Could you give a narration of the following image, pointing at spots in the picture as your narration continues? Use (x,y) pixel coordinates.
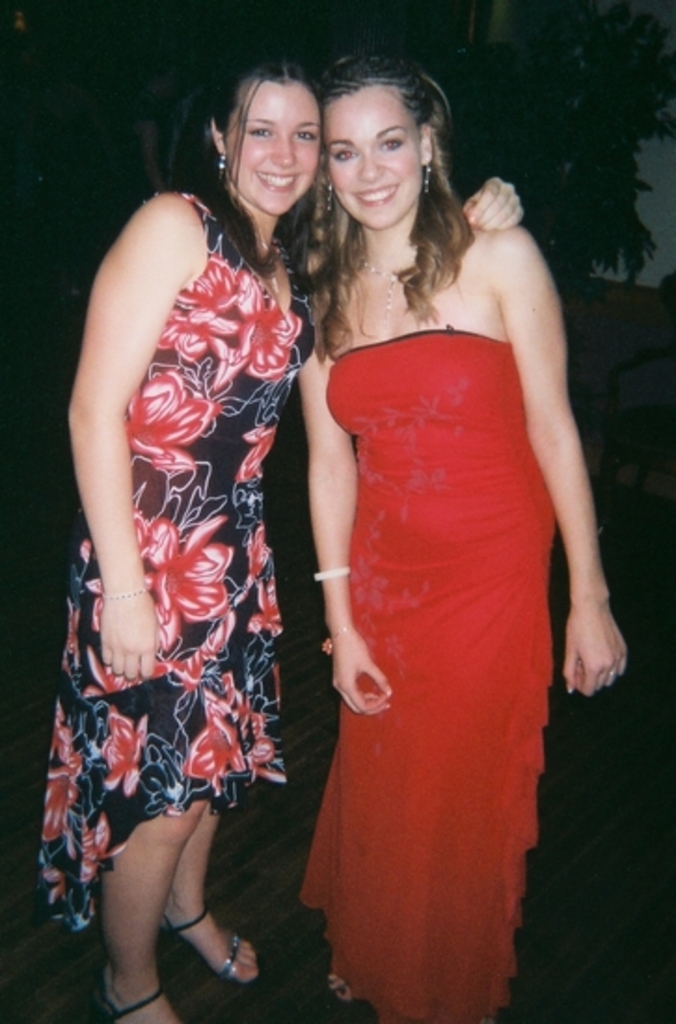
In this picture there are two women (213,496) standing and smiling. In the background of the image (446,24) it is dark.
